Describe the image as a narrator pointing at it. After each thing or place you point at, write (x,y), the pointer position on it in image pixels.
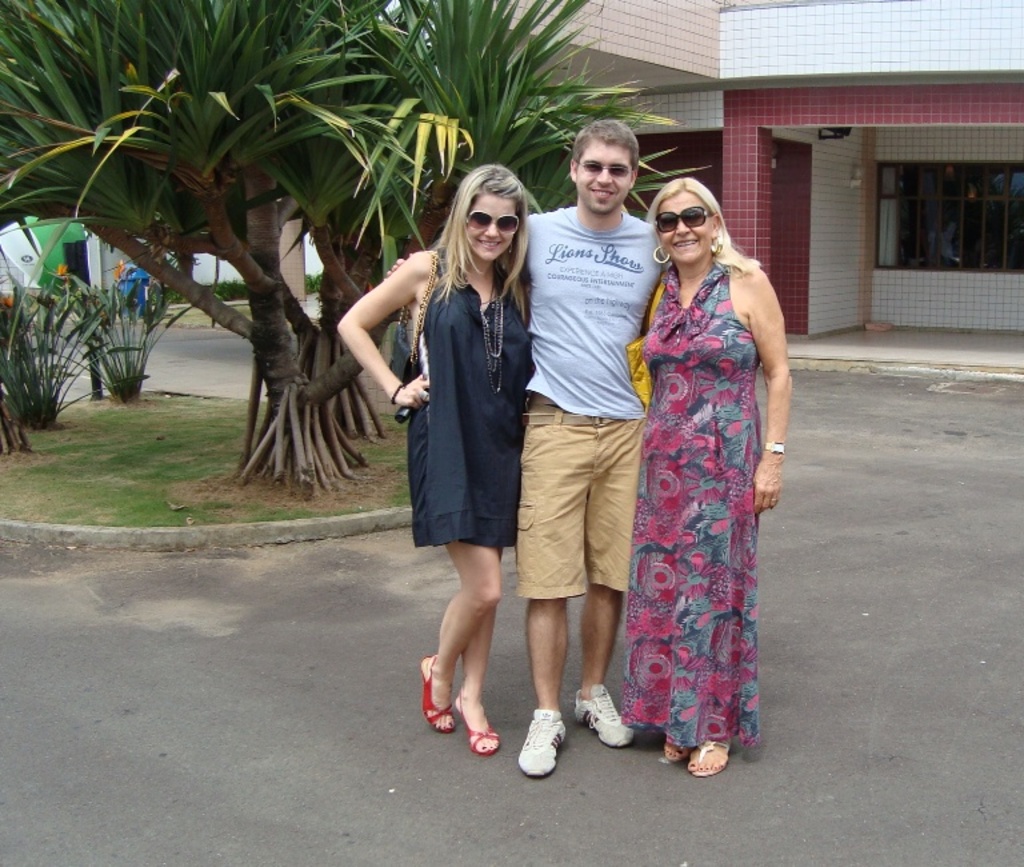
This is an outside view. Here two women (477,369) and a man (603,394) are standing on the road (304,584). They are smiling and giving pose for the picture. At the back of these people (477,478) there are few plants (165,263). In the background (886,258) there is a building (820,99).
